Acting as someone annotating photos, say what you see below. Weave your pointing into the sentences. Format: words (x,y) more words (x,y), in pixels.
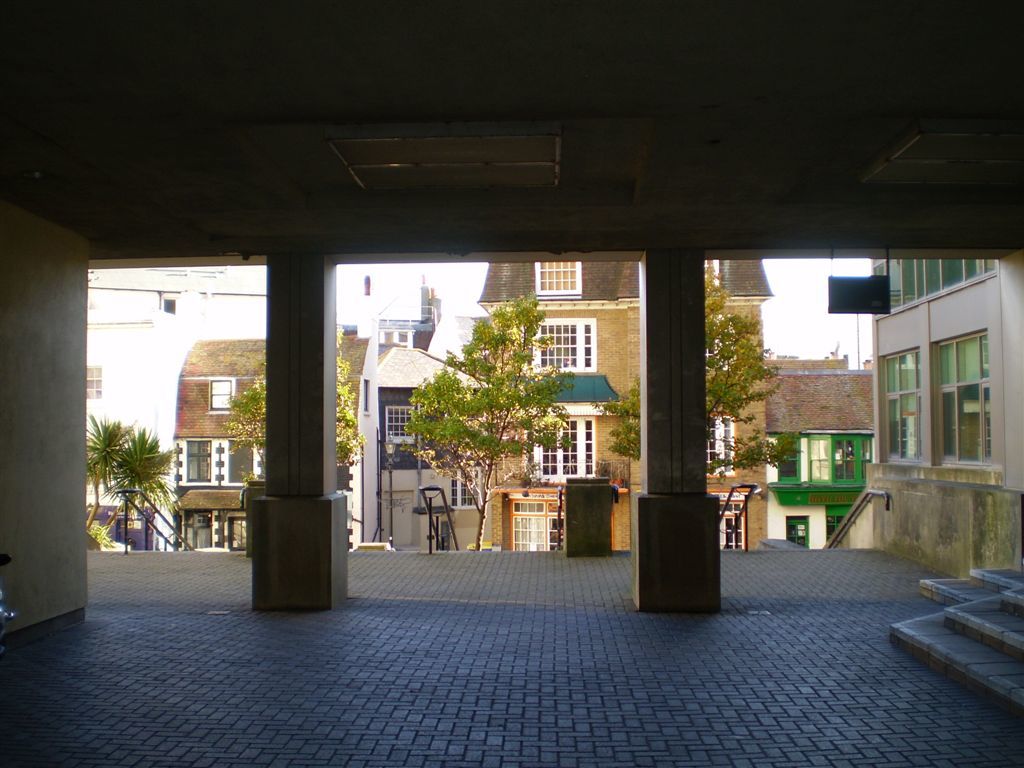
In this picture, we can see the pillars (697,456), roof (469,204), ground (921,602), buildings (366,432) with windows (831,466) and the stairs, rods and the sky (802,306).
